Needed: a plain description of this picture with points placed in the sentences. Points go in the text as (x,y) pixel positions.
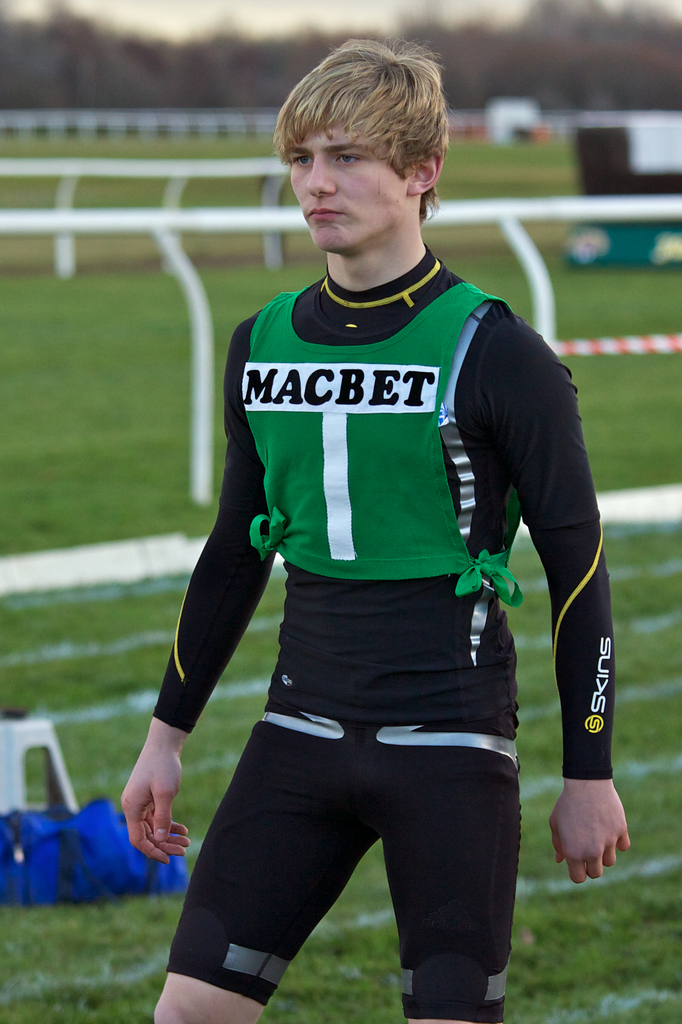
In this picture I can see a man (322,667) standing. I can see a bag (84,829) and grass (186,381) on the ground (164,465) and I can see few trees (290,58) in the back (20,35).
